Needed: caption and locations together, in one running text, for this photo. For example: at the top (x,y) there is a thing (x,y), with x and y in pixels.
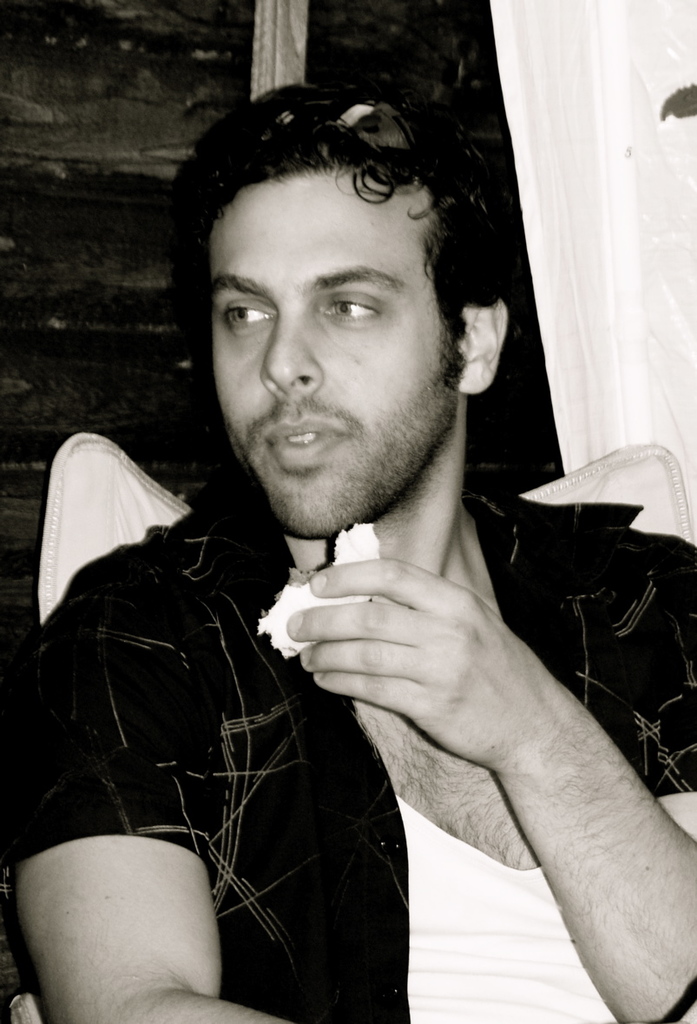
In this image in the center (378,461) there is one man (428,616) who is holding something, in the background (313,69) there is a wall (409,90) and curtain (564,294).
